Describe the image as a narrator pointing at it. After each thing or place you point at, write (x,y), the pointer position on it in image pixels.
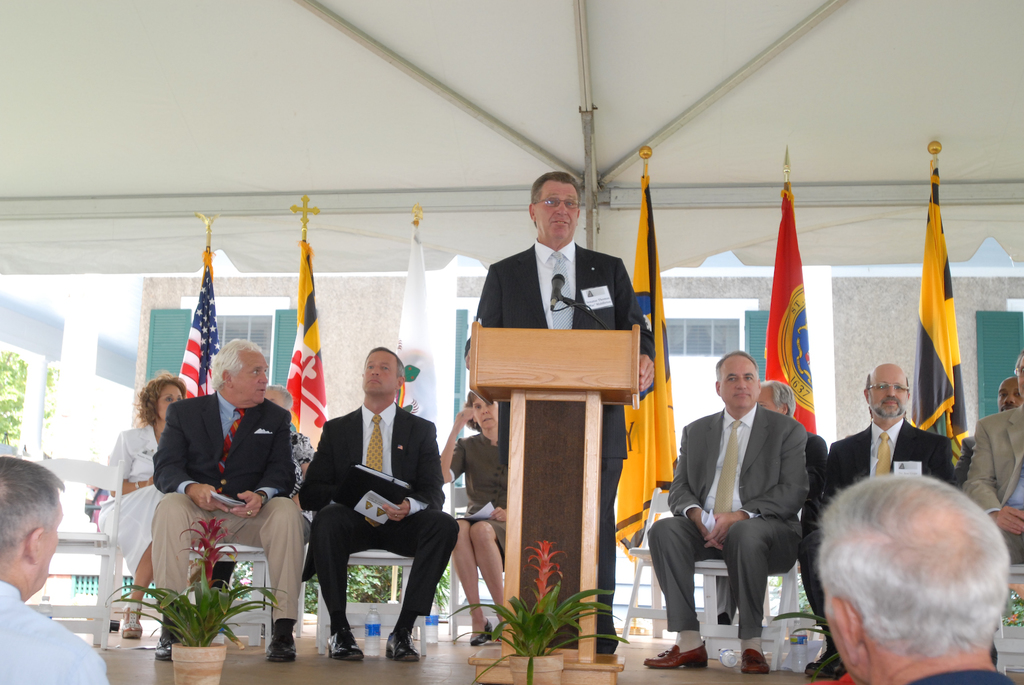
The man (584,287) in the middle of the picture (562,327) wearing black blazer (537,316) is standing. In front of him, we see a podium (545,373) on which the microphone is placed. He is talking on the microphone (554,292). Behind him, we see many people (469,450) are sitting on the chairs (666,493) and most of them are holding the papers (371,517) and books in their hands (498,511). At the bottom (30,606), we see two men (862,641) and flower pots (550,605). We even see water bottles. Behind them, we see flags (305,351) in white, red, yellow, blue and black color. Behind them, we see the buildings (177,343).
